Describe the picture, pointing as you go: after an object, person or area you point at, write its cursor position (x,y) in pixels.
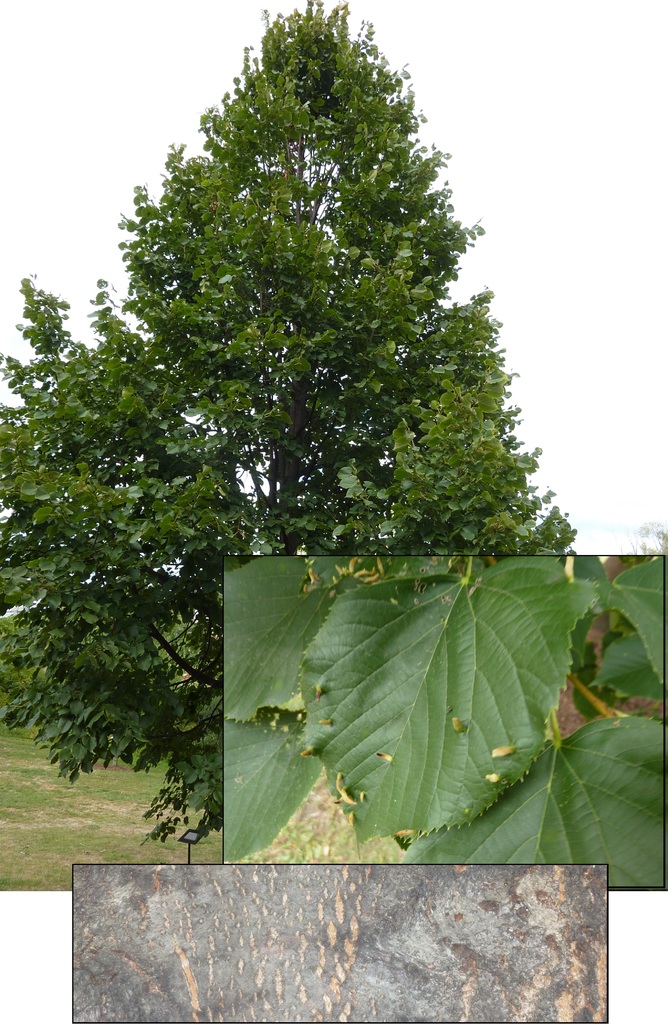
In this picture we can see a tree (225,509) and some grass (86,808) is visible on the ground (102,776). There is a collage (624,822) in the bottom right (562,975). We can see a few green leaves (300,737) and some barks (304,935) on a tree (469,967) in this collage (485,969).
